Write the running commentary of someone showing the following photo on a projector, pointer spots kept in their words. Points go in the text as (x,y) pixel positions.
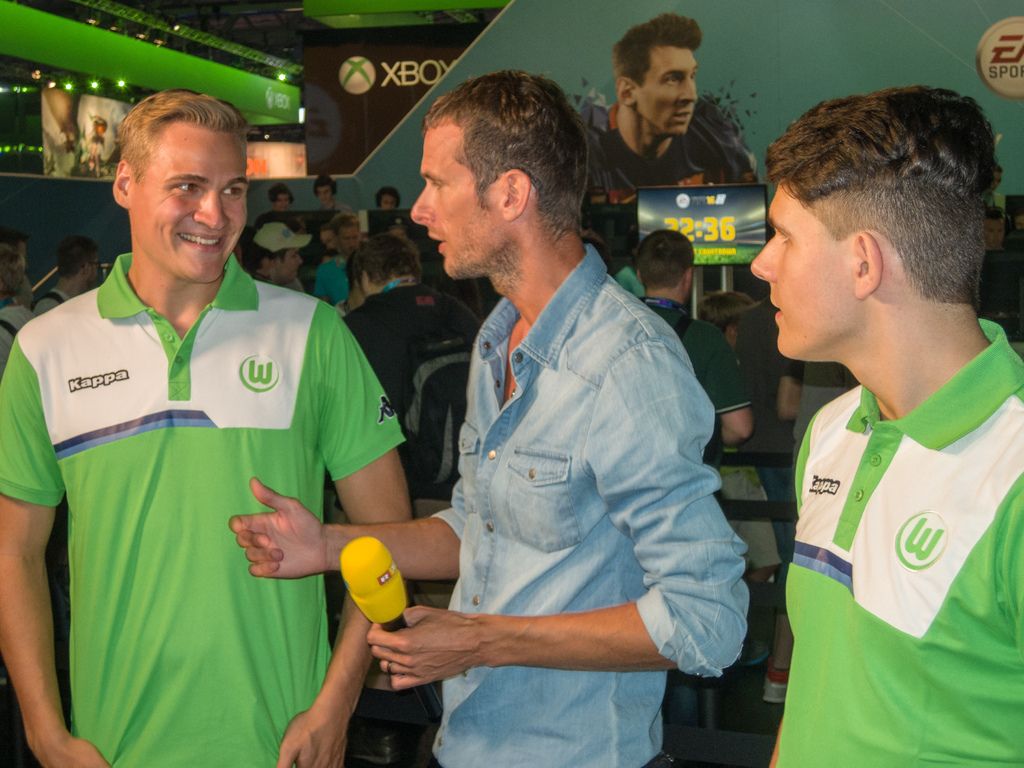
In the picture it looks like there is some event is going on, in the front (406,519) there are three men (620,614) and among them the middle person (522,431) is talking to the left side person (275,397), behind them there are a lot of people (769,335) and around them there are some banners (338,116) and posters (764,96).
